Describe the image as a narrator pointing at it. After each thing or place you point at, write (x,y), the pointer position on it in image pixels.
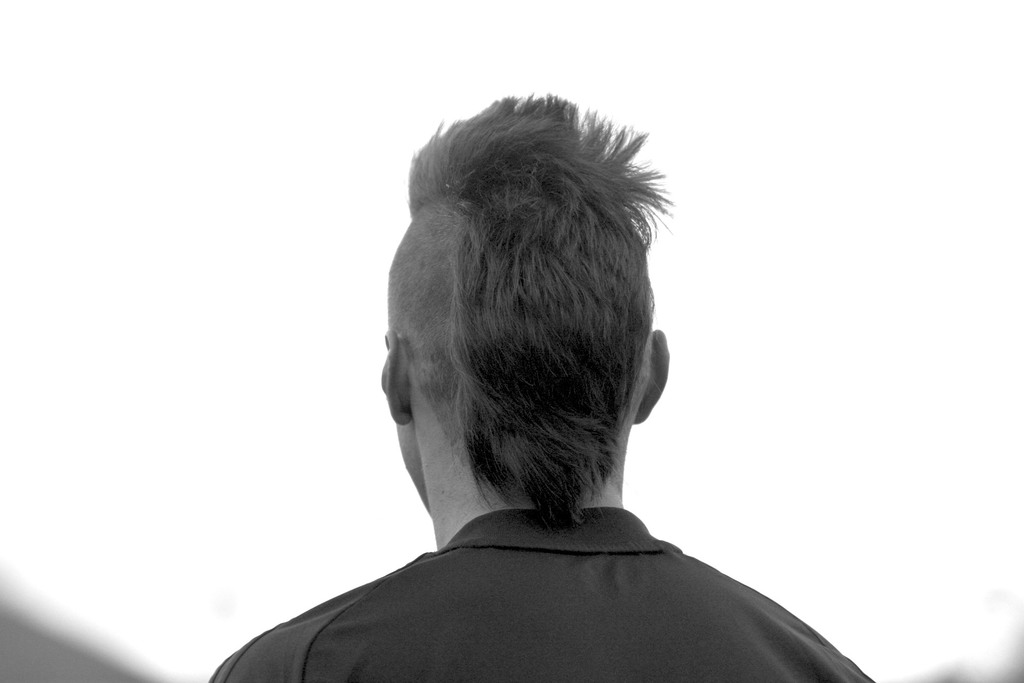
In front of the image there is a person (342,636). At the top of the image (236,136) there is sky (181,201).
